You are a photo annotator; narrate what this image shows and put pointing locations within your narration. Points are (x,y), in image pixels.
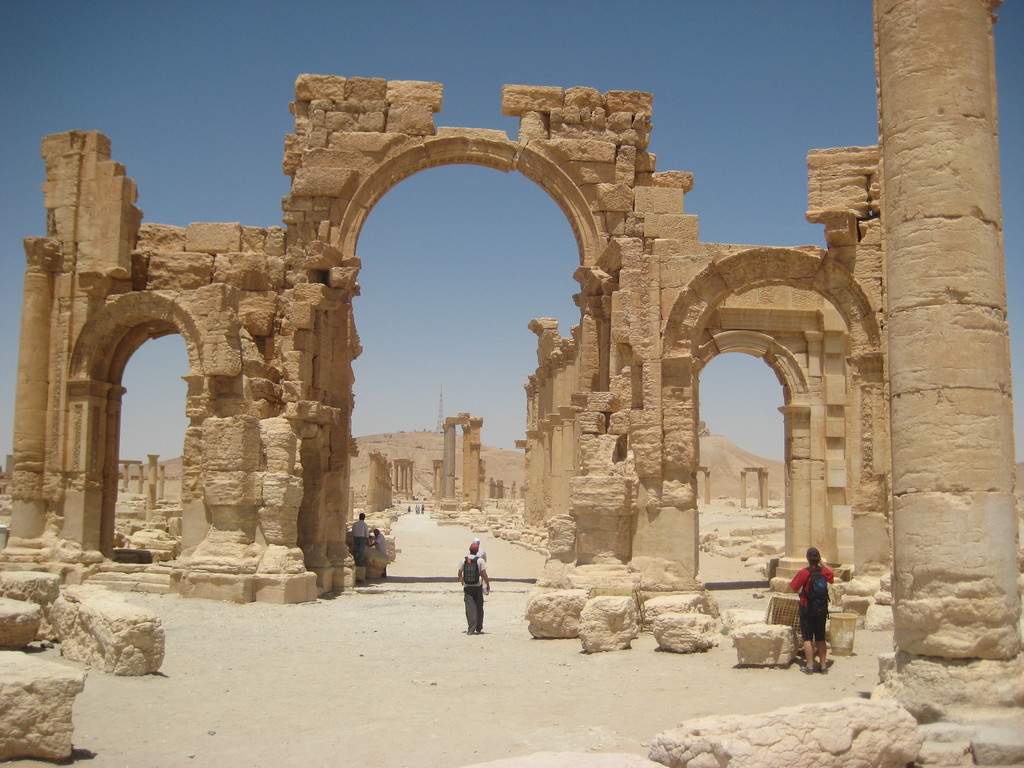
In this image we can see the monuments (773,336) and also the rocks (32,693). We can also see the land (365,600). We can see the few people (380,538) wearing the bags (806,586). In the background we can see the sky (668,42).
